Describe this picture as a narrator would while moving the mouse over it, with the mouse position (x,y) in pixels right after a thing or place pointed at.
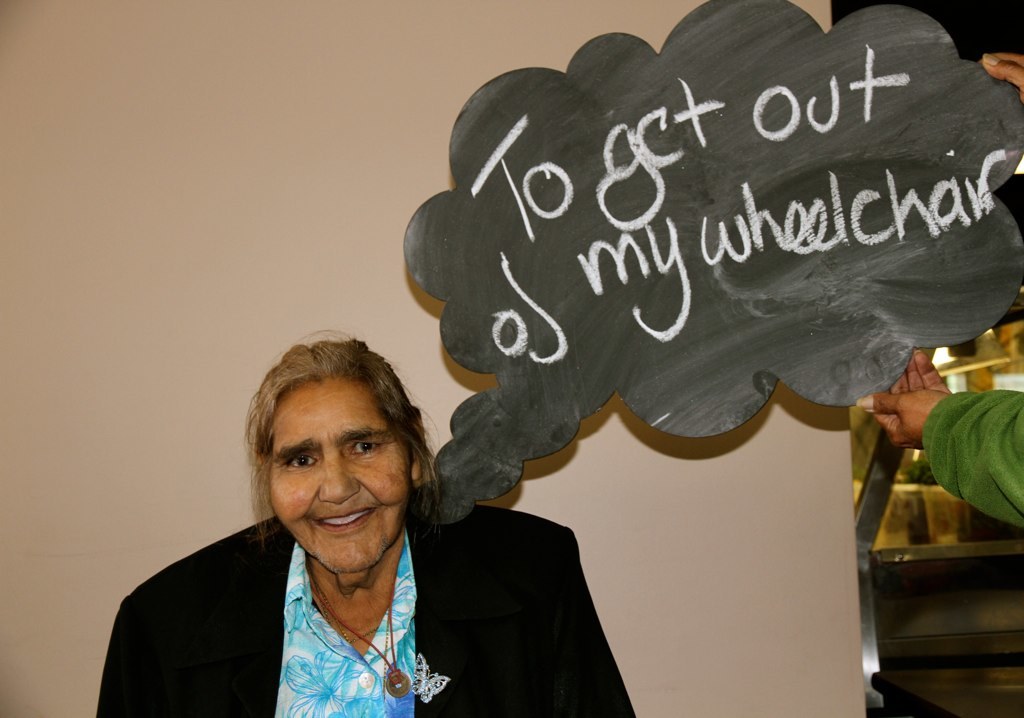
In this image we can see two persons (502,540). One woman (454,601) is wearing a coat (477,643). One person (973,455) is holding a board (886,269) with some text (547,360) on it.
